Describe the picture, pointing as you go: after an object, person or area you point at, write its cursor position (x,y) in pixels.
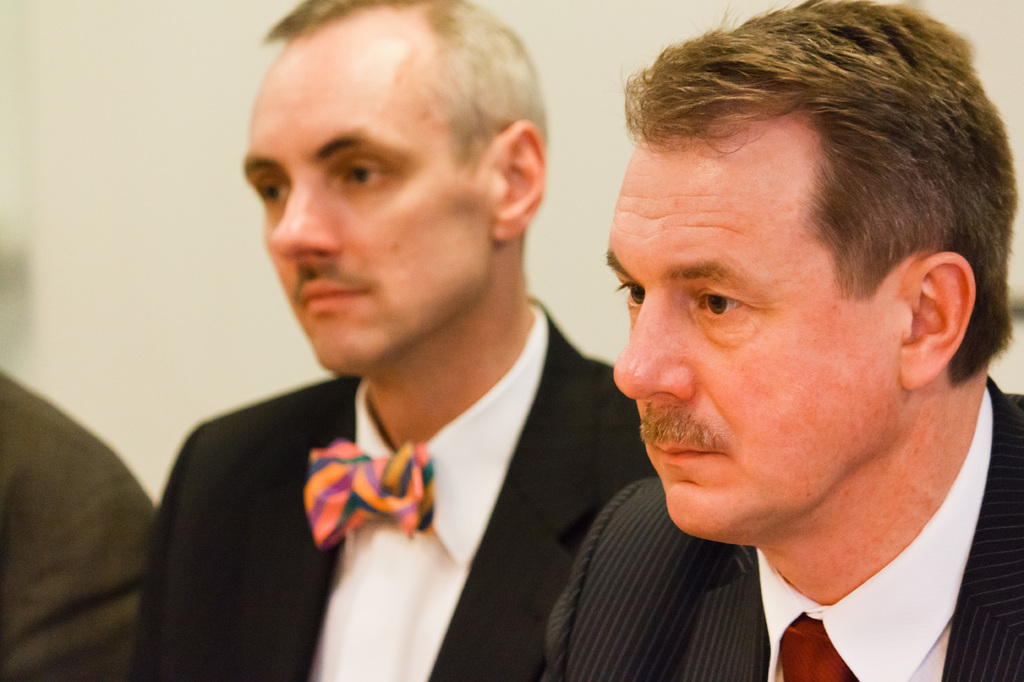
In this image in the foreground (674,403) there are two persons (632,374) and on the left side (88,525) there is another person (85,551) who are sitting, in the background (138,321) there is a wall (578,138).
